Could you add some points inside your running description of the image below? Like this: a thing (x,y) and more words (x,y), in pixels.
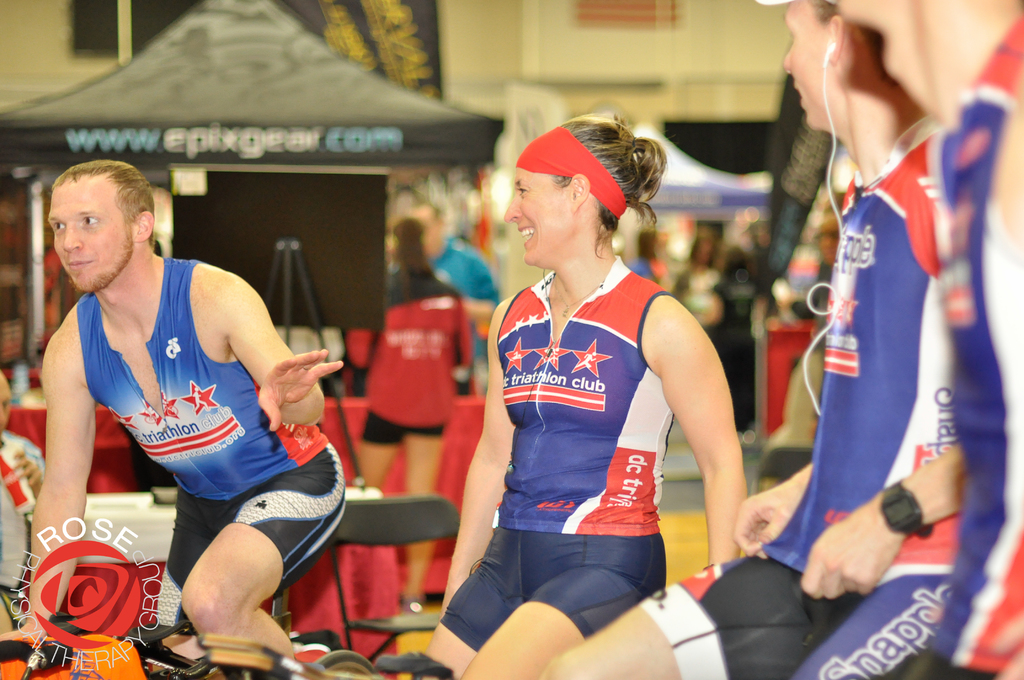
In the image there is a man (133,416) on the left side (181,343) cycling and beside him there are few persons (674,397) sitting, they all wearing sports dress (994,549), in the back (296,93) there is tent (326,72) with some people (383,346) standing in front of it.
